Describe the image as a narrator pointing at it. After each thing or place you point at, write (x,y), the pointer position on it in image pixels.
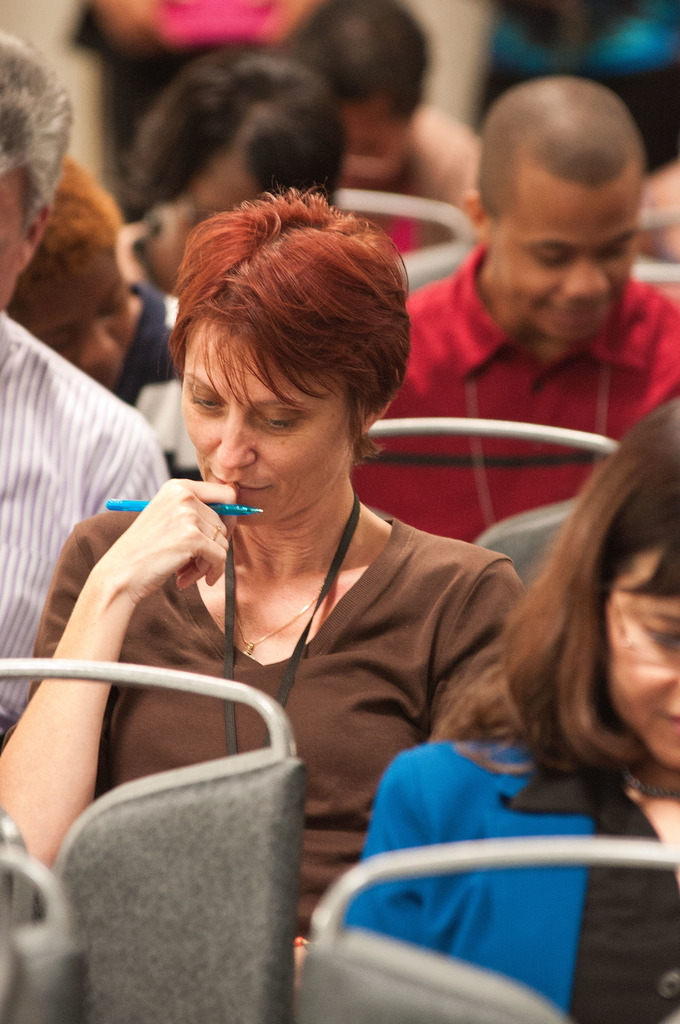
In this picture we can see a group of people (267,219) sitting on chairs (679,855) and a person (206,604) is holding a pen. Behind the people (616,128) there is a blurred background (99,171).
